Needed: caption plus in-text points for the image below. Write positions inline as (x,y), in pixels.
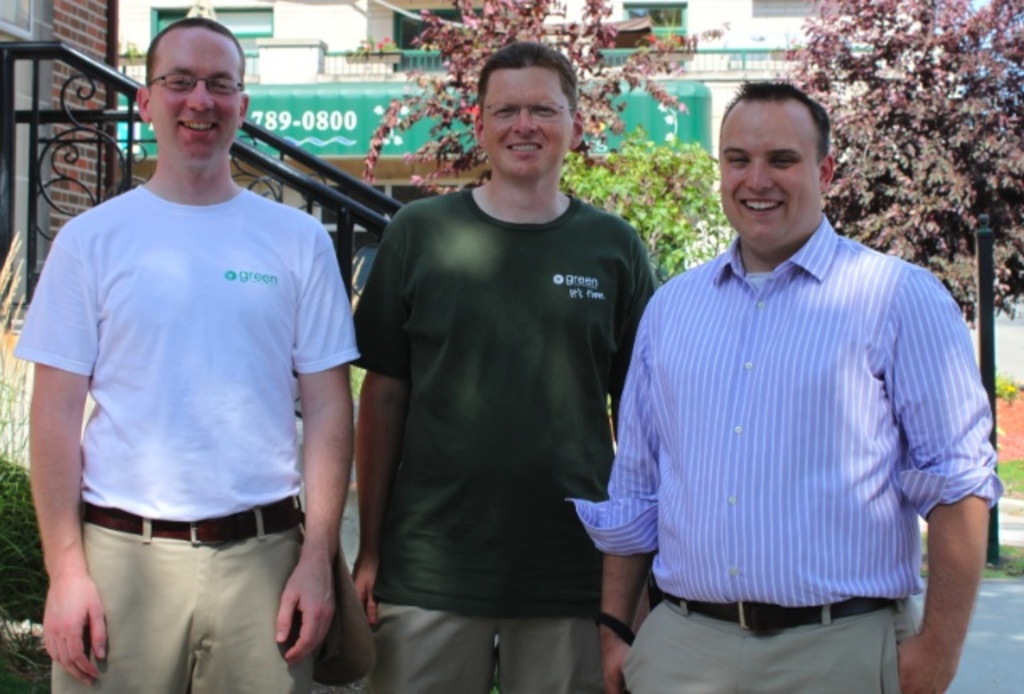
In this picture we can see three men (550,289) are standing and smiling, in the background (711,96) there is a building (297,17), we can see trees (940,126) in the middle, on the left side (93,54) there is a wall (69,72).
